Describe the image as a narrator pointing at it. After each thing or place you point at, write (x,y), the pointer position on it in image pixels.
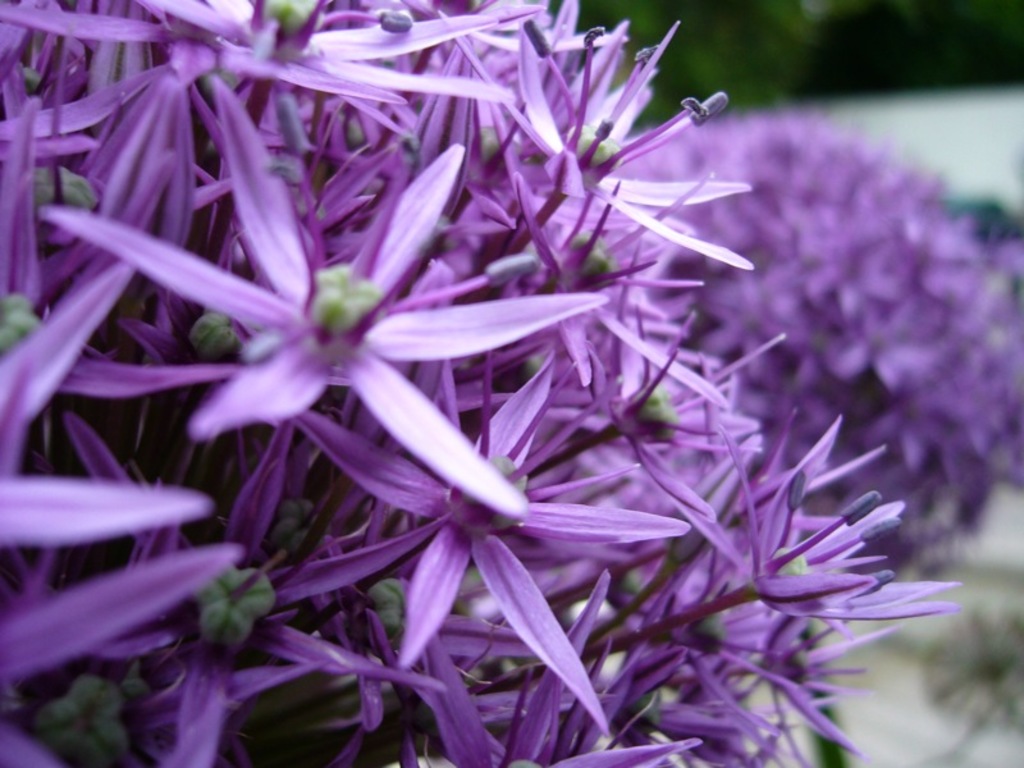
In this image I can see many flowers (542,448) which are in purple color. In the back (690,70) I can see the trees (705,77) and it is blurry.
